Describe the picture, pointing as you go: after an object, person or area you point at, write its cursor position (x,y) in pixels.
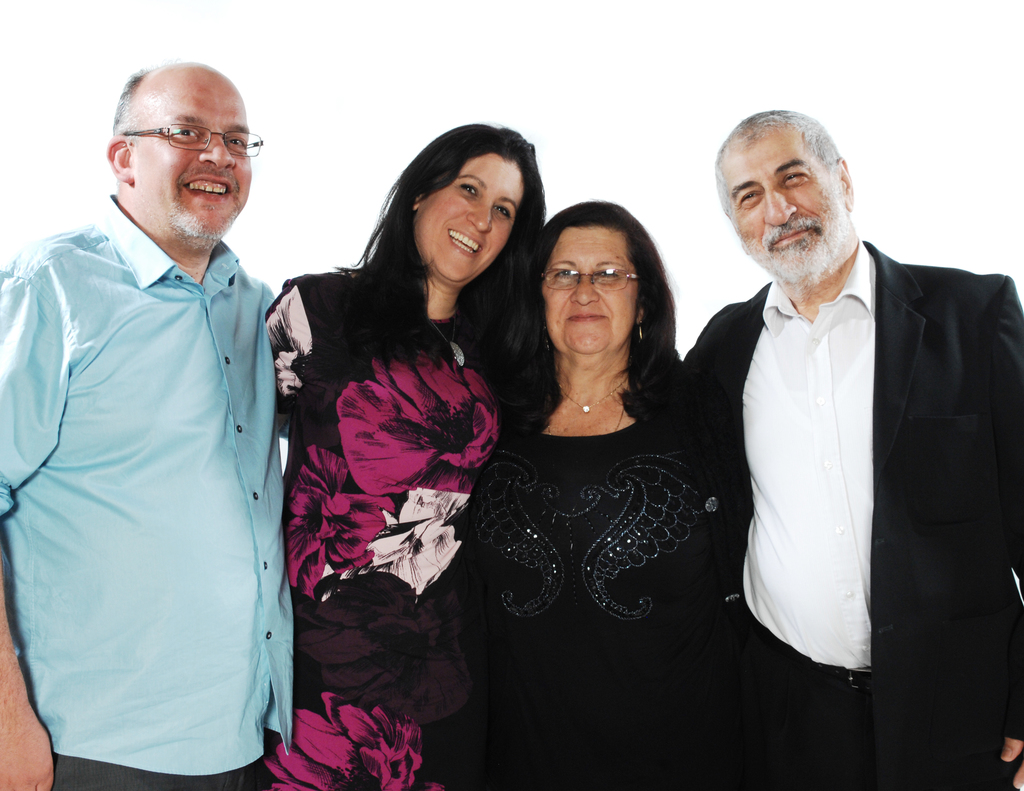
In this image there are four persons (737,447) standing and smiling, the background of the image (568,74) is white in color.
